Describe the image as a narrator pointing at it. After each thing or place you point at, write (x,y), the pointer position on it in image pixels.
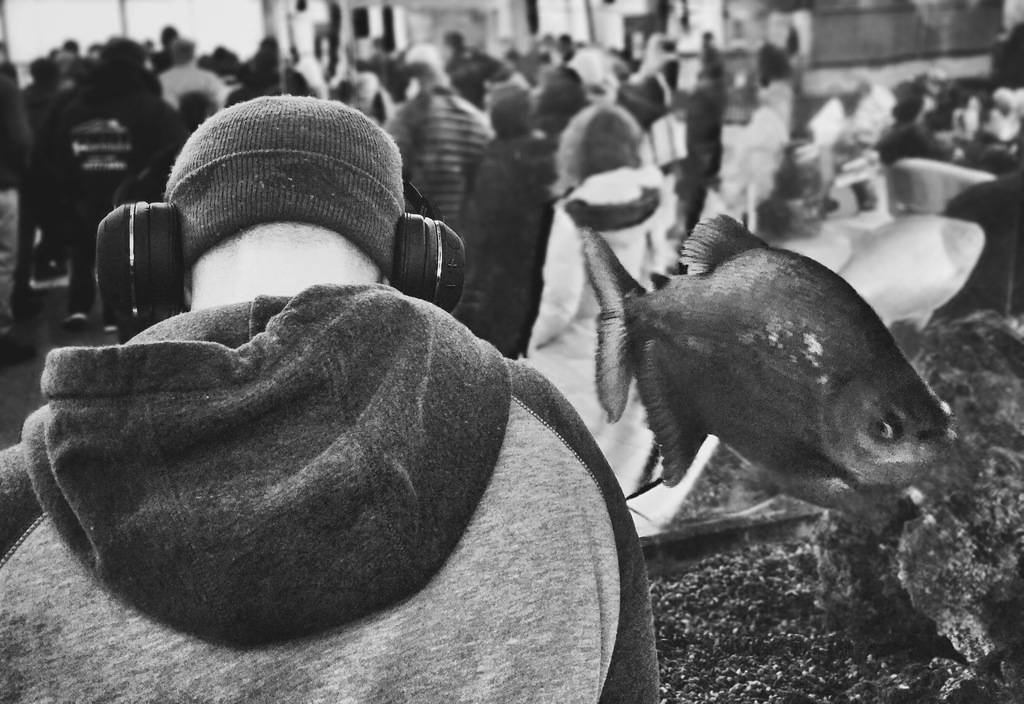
This picture shows few people (545,167) standing and we see a man (400,315) standing and he wore a cap (279,179) on his head (257,134) and headset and we see fishes (754,270) in the aquarium (933,323) on the side.
